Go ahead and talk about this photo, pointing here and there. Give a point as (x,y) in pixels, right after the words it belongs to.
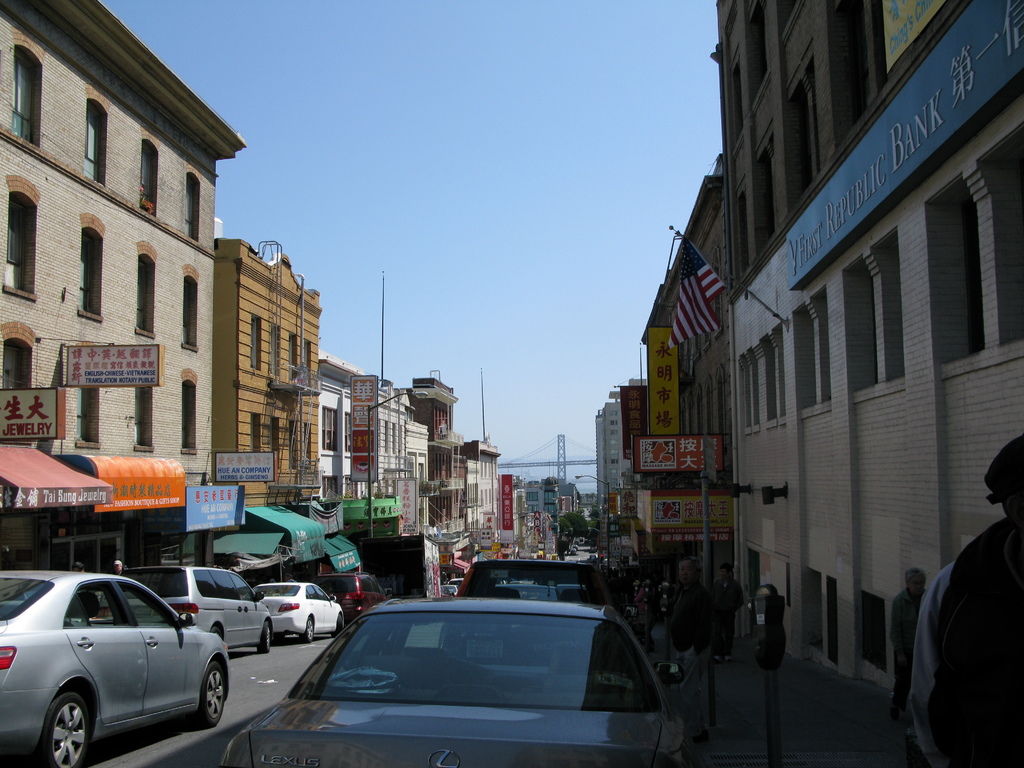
In this picture we can see a few vehicles (413,546) on the road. There are some people (723,593), a machine (775,590), poles (769,705), a flag (687,278) is visible on a building (741,367) on the right side (732,371). We can see a few boards (39,424) on the buildings (205,419). There are some trees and a tower (560,473) is visible in the background (564,454).
